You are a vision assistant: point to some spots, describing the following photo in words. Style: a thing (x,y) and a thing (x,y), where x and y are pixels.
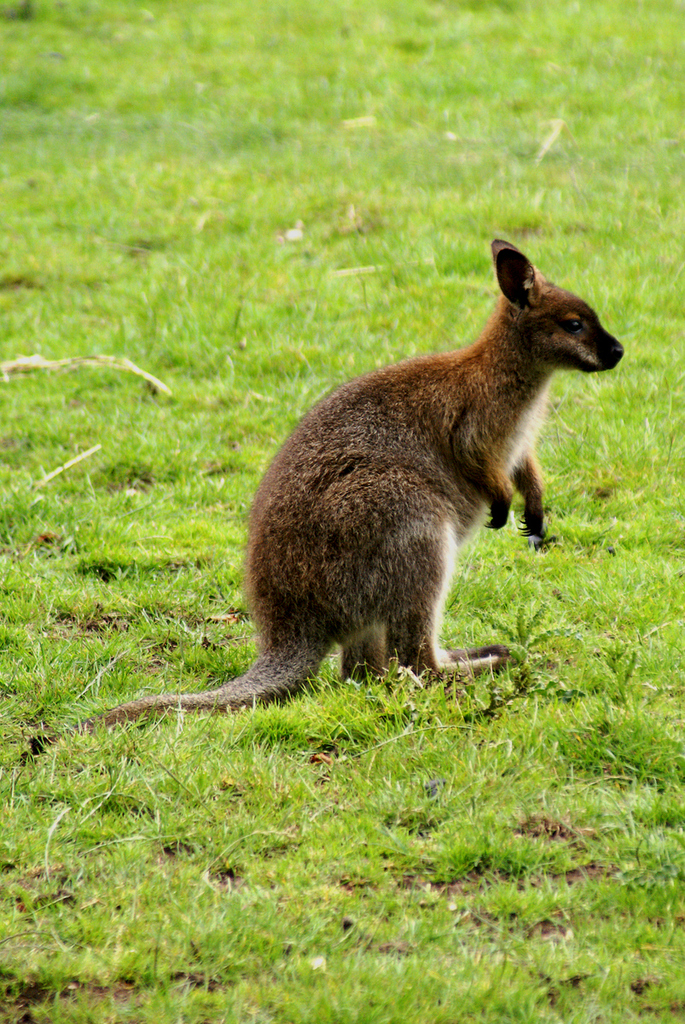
In this image there is a kangaroo (501,325) on the surface (298,385) of the grass (219,671).
